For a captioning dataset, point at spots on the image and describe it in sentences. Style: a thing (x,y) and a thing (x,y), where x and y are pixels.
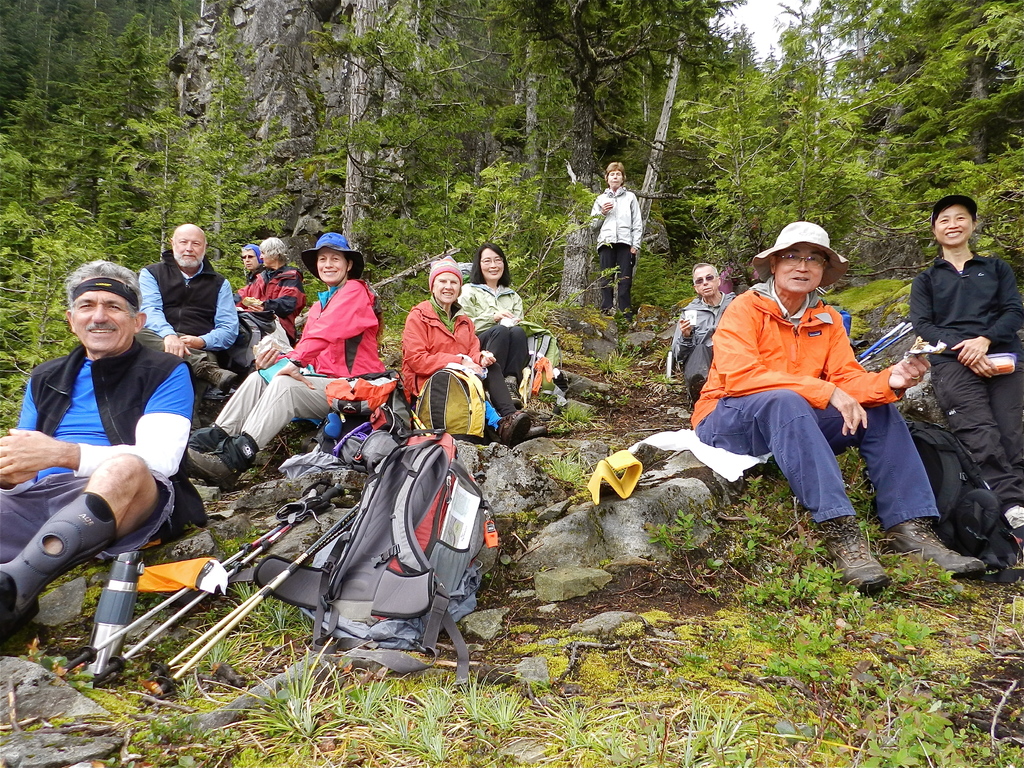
In the foreground (180,471), I can see a group of people (134,534) on grass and I can see sticks (261,592) and bags (447,559). In the background (630,273), I can see trees (588,255), mountains (315,222), one person (602,239) is standing and the sky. This image taken, maybe in the forest (55,214).
